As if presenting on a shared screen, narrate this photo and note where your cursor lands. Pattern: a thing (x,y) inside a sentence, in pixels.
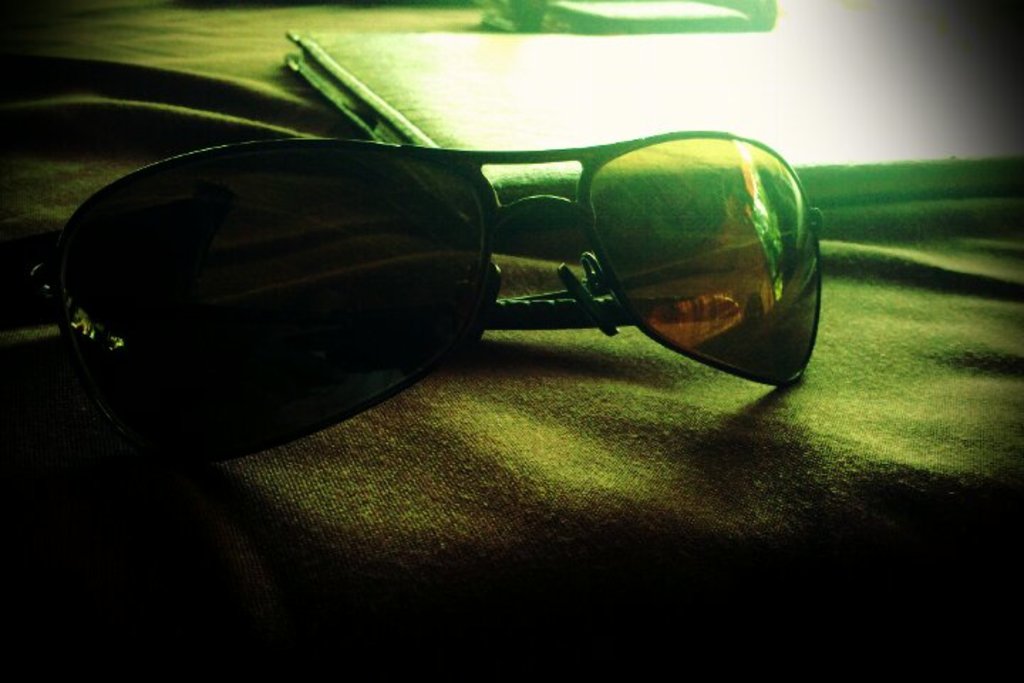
In this image we can see goggles (154,340) on a cloth (478,380). Behind the goggles (467,180) we can see an object (393,78) looks like a file (529,88).
